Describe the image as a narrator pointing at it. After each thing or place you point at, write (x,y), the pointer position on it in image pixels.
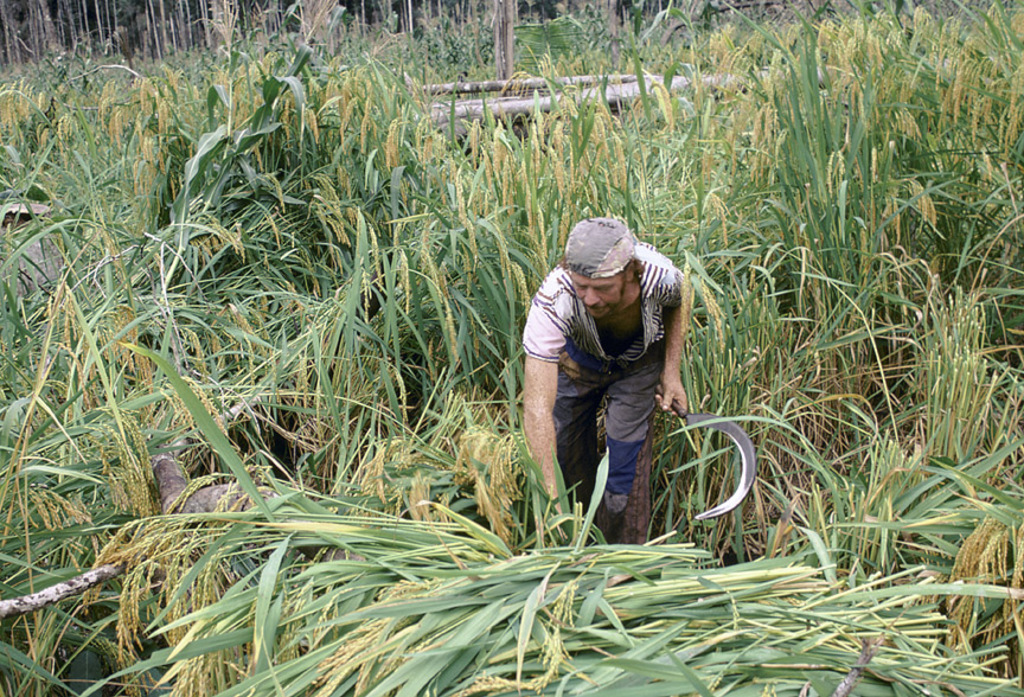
In the center of the image (447,297) we can see person (552,352) standing in plants (677,446) and holding a sickle (727,499). In the background (783,166) we can see crops (420,220).
